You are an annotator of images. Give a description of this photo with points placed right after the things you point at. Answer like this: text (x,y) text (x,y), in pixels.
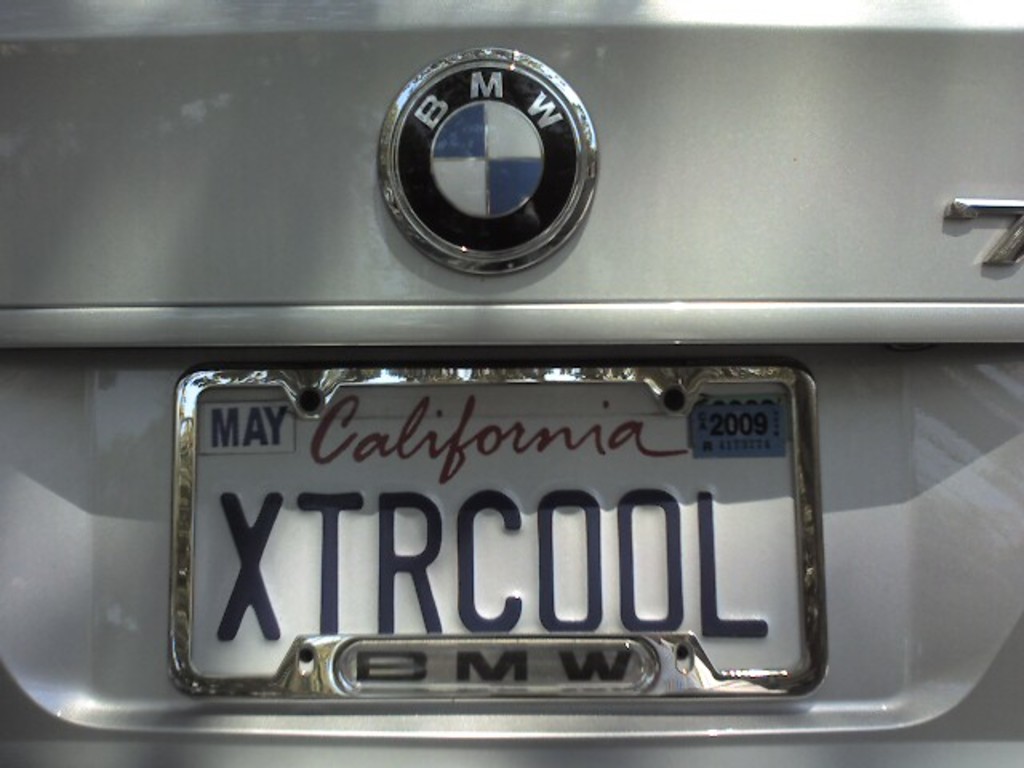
We can see a car (219,764), on this car (568,412) we can see number plate (492,433) and logo (445,230).
